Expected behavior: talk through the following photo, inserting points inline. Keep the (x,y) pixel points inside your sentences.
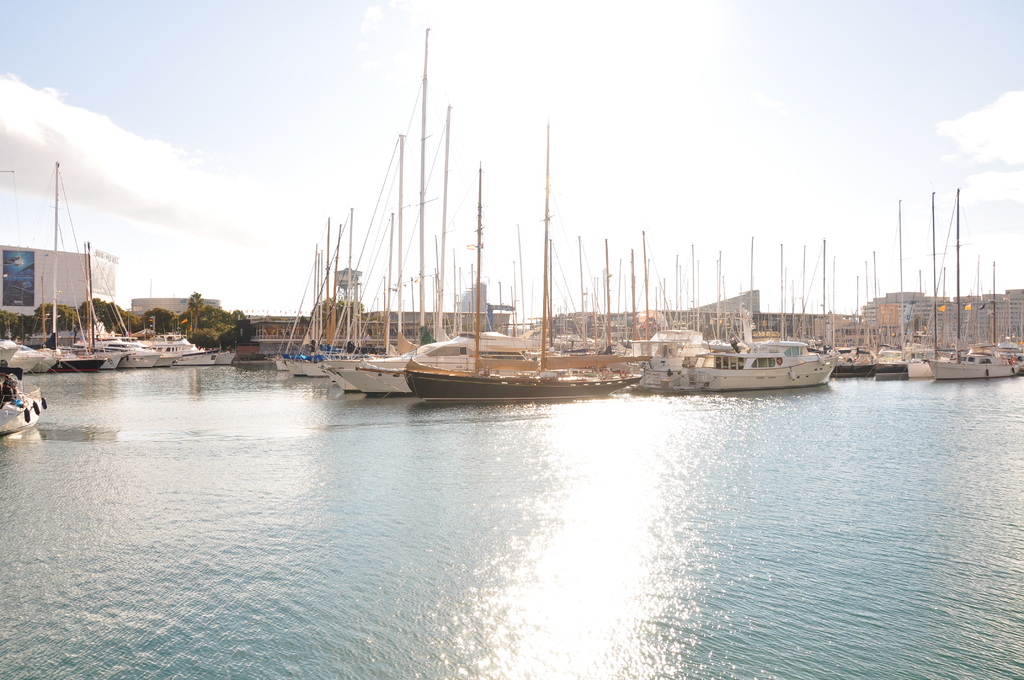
In the image there are many ships (496,351) in the lake (404,570) with buildings (951,322) in the background (238,328) and trees (208,311) on left side (115,326) and above its sky (248,122) with clouds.
